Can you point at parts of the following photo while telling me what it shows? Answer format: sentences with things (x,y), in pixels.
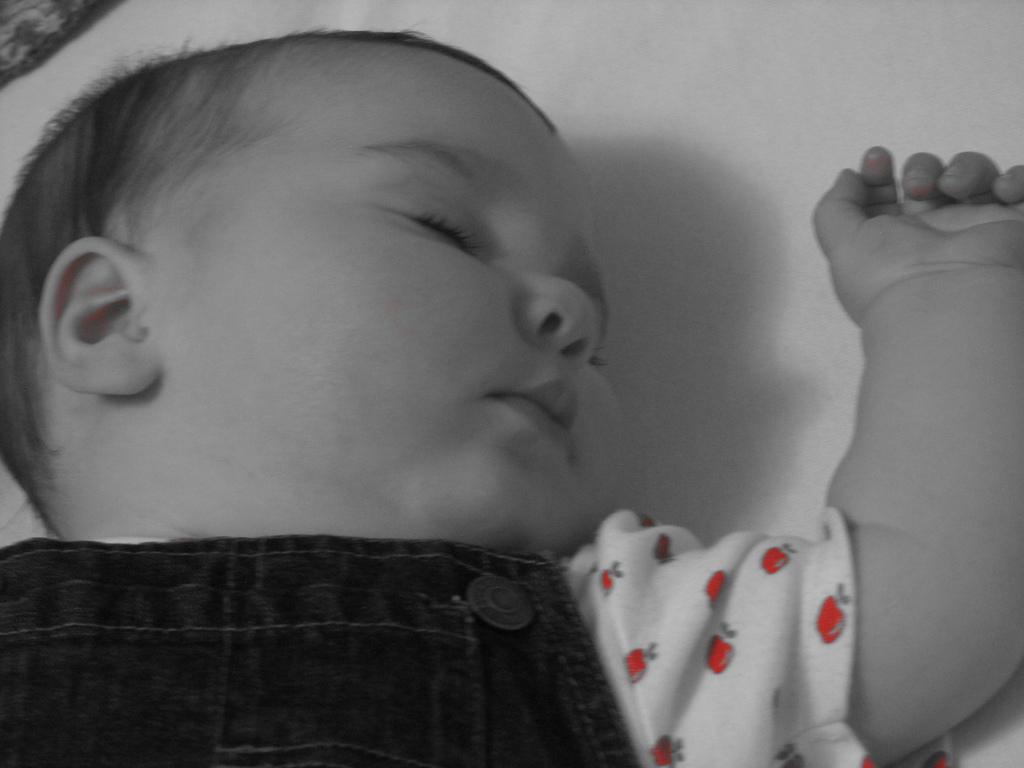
In this picture we can see a baby (345,766) sleeping on a white cloth (648,193).
